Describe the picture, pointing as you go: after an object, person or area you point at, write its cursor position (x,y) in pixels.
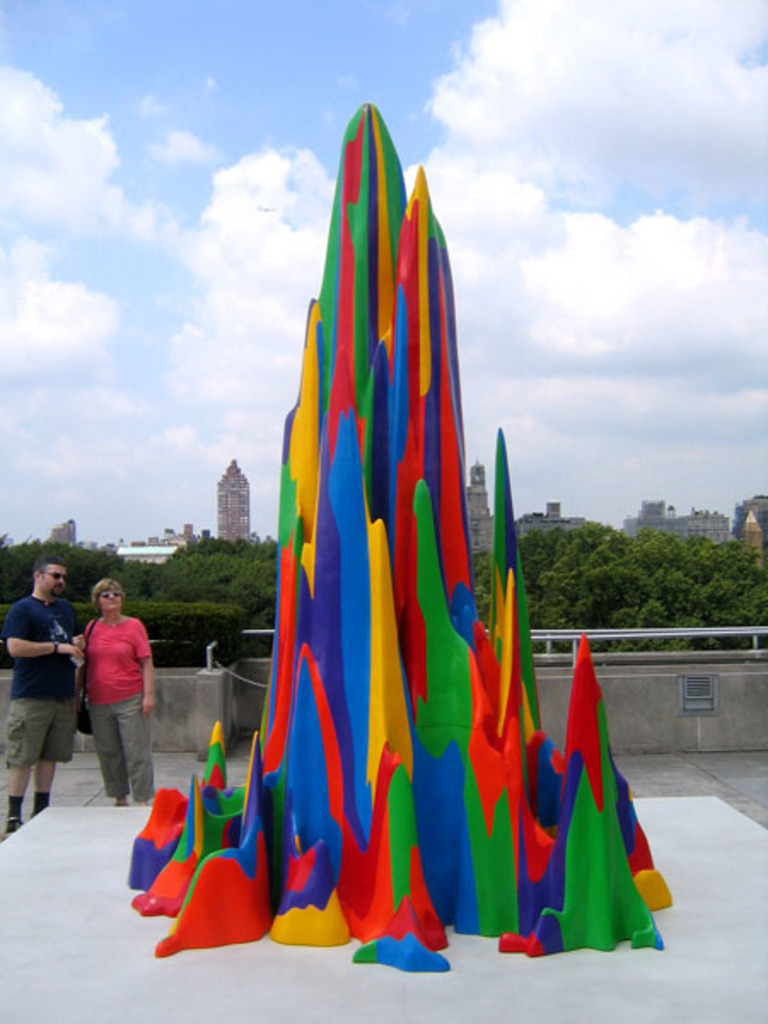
In this image I can see the multi color statue (307,768), background (106,667) I can see two persons (123,671) standing, trees (758,603) in green color, few buildings (685,515) and the sky (293,87) is white and blue color.
